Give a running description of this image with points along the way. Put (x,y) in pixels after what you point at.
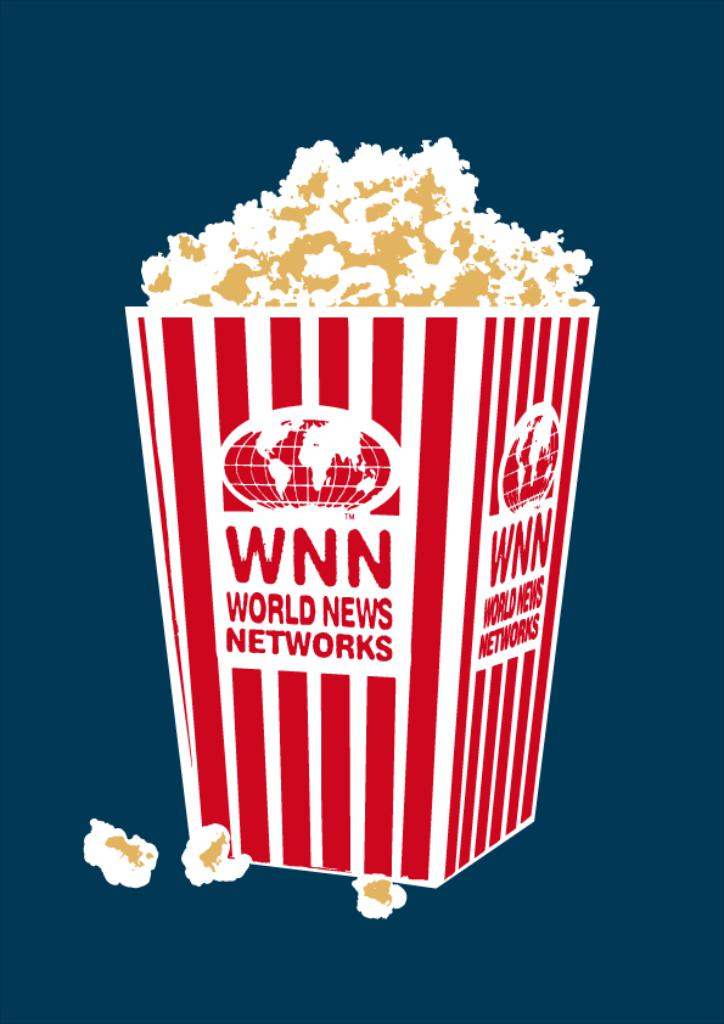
In this image, there is a popcorn (162,295) on the blue background.
